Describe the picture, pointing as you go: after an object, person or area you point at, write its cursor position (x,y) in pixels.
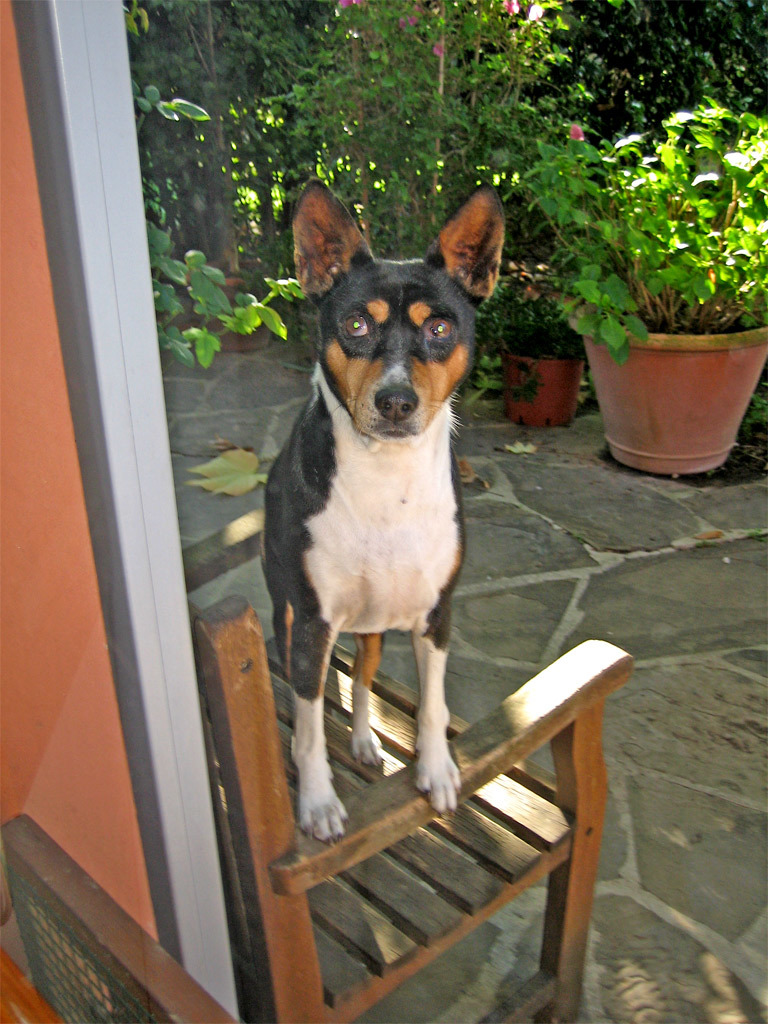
A dog (303,281) is looking at a camera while standing on a chair (347,801). There few plant pots (574,406) and plants (584,137) behind it.
